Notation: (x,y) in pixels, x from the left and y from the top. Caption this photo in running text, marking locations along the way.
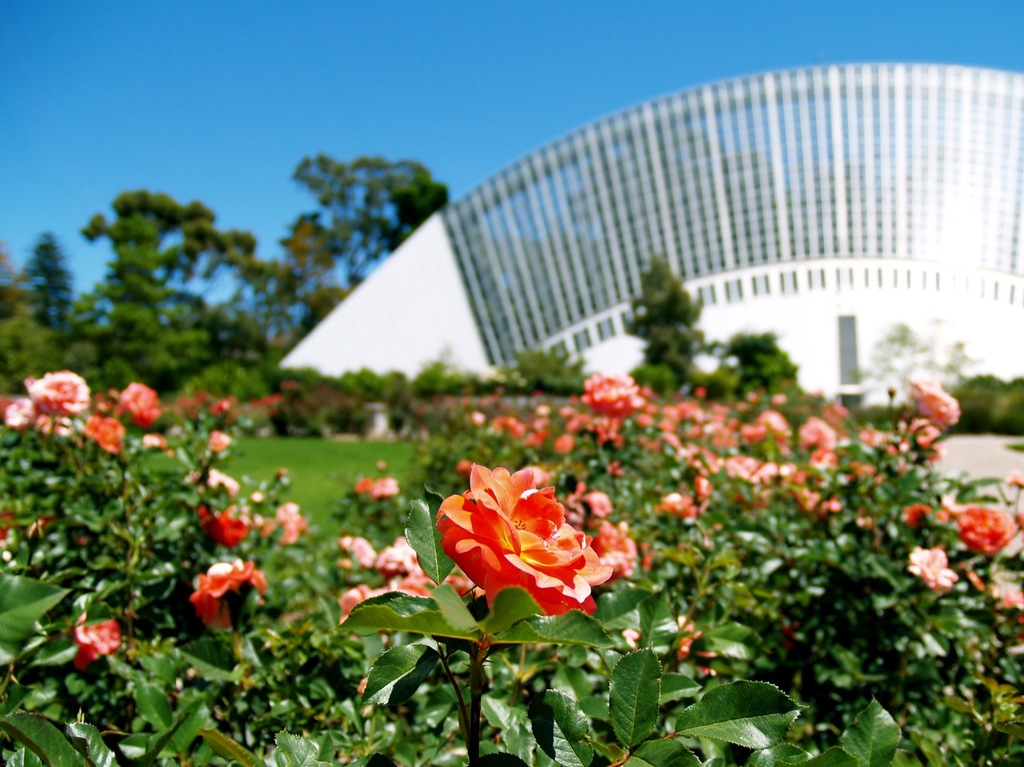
There are many flowering plants (468,491). In the background (317,455) there is grass (325,445), trees (295,300), sky (249,296) and a white color arch (553,191).
